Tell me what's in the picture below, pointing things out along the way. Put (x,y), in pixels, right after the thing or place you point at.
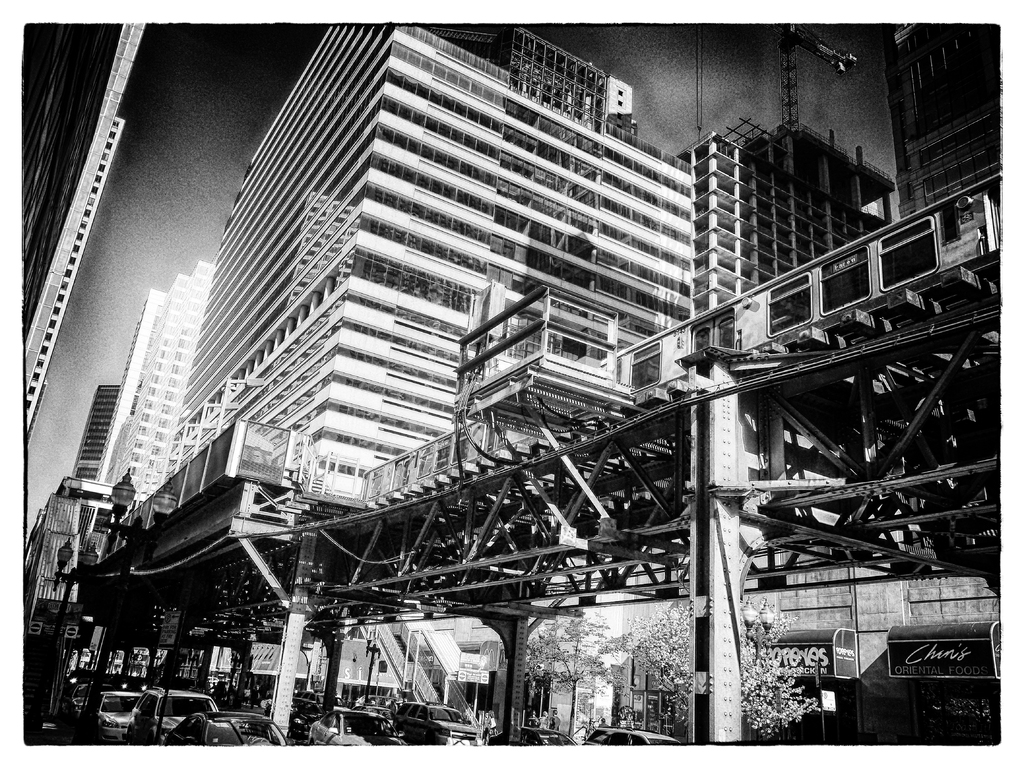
In the foreground of the image (435,722) we can see cars (153,703) and trees (672,670). In the middle of the image (665,339) we can see a train (652,350). On the top of the image (606,87) we can see the building (241,209) and the sky (300,52). By seeing this image we can say it is a photograph.
